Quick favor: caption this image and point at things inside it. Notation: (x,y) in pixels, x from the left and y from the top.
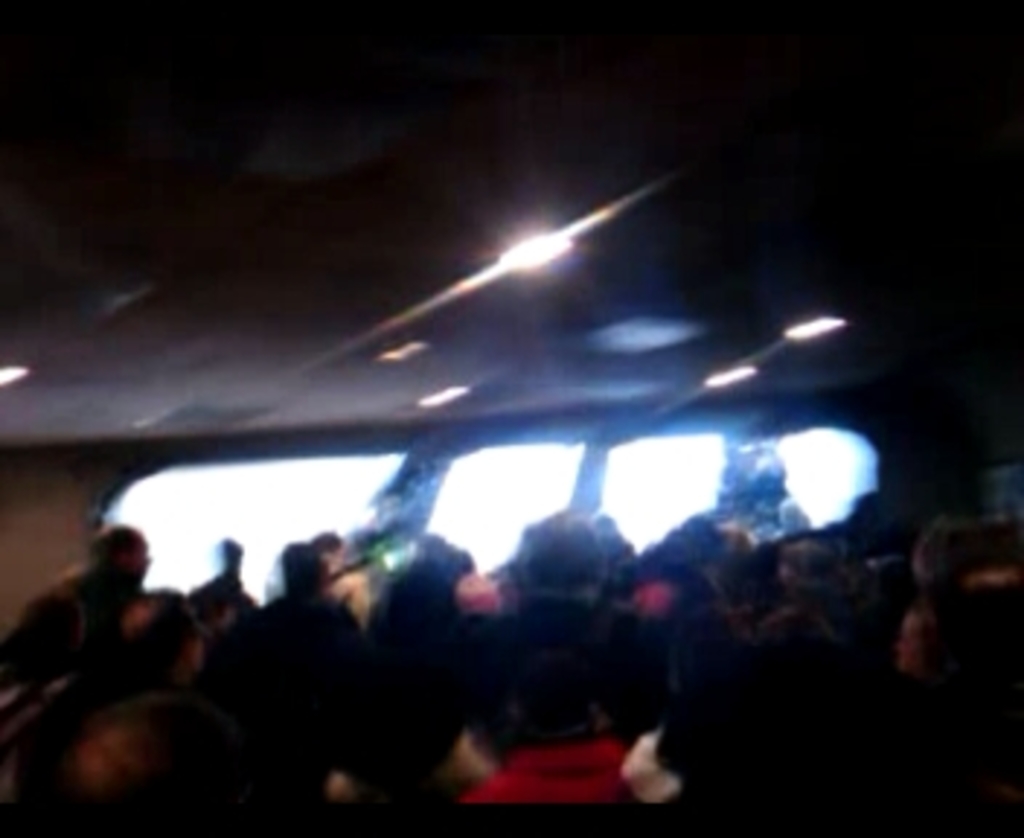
This image is blurry. In this image there are group of people (496,685). At the back (361,491) it looks like windows (648,477). At the top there are lights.
